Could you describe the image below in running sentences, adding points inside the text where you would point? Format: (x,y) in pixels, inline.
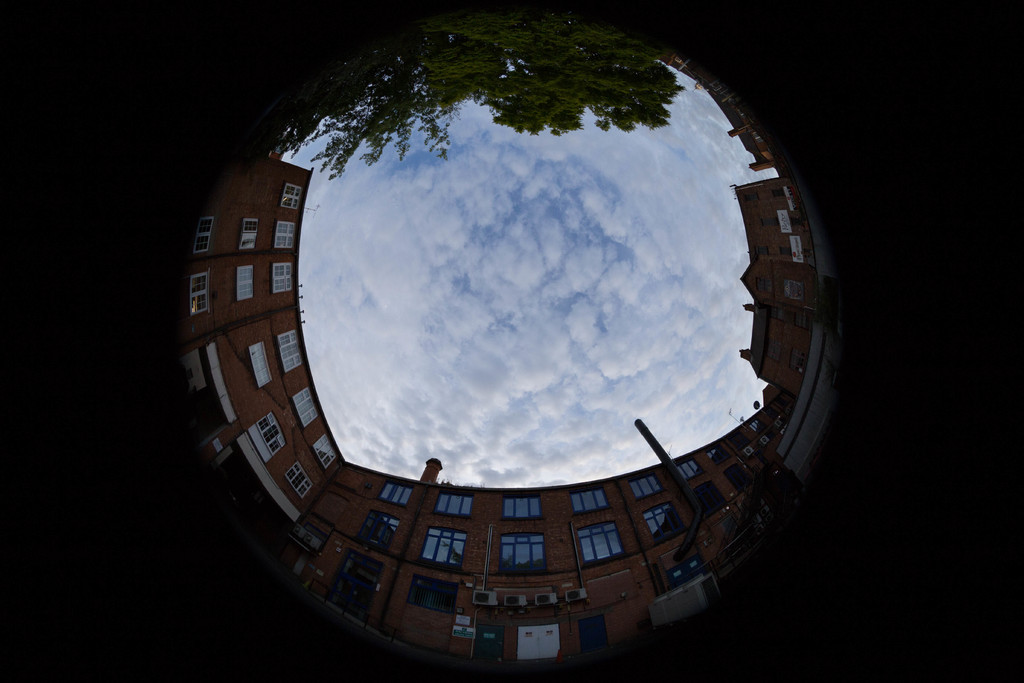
There are buildings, trees (392,122) and sky (444,330) at the top (601,208).
